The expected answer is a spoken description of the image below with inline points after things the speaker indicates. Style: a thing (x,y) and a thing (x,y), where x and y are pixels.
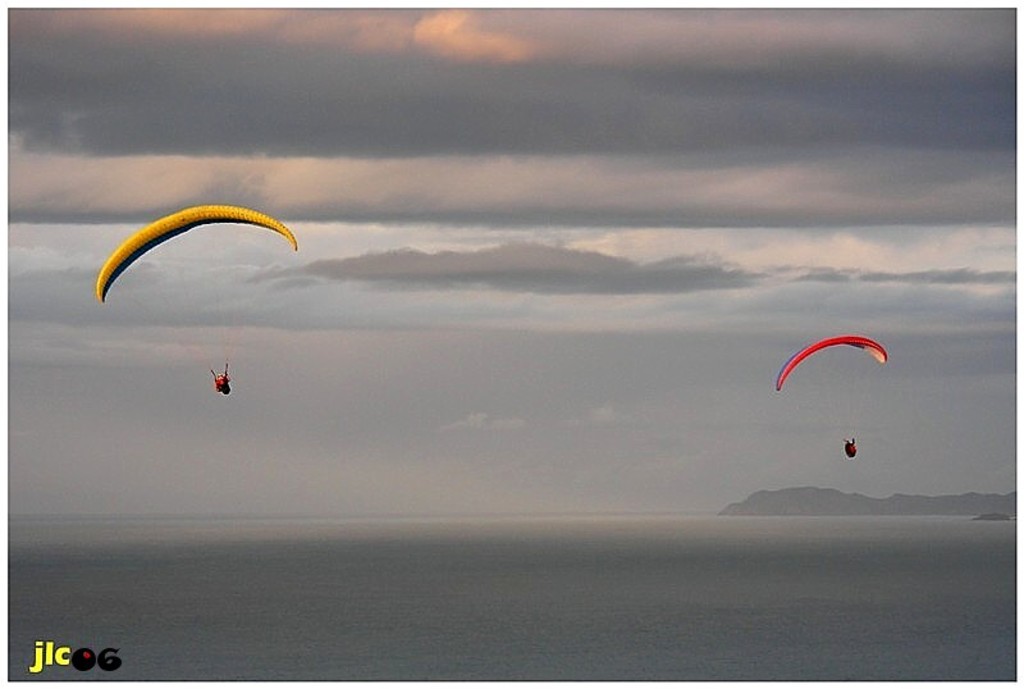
In this image there are two persons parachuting with the parachute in the sky (491,485), and there is water (710,575), there are hills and a watermark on the image.
